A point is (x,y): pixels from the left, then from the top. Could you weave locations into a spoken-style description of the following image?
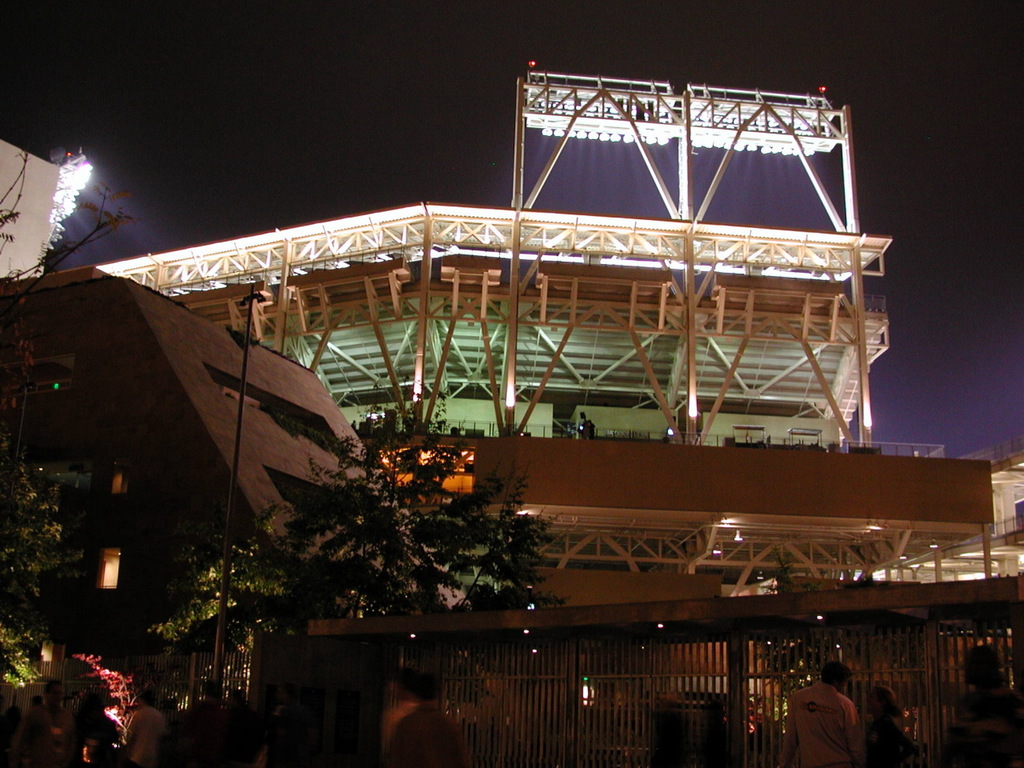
In the picture I can see building (416,352), top of the roof (647,147) some lights (656,129) are arranged, in front of the building (662,348) we can see trees (477,599), some people (46,706) are walking side of the fence (530,713).
